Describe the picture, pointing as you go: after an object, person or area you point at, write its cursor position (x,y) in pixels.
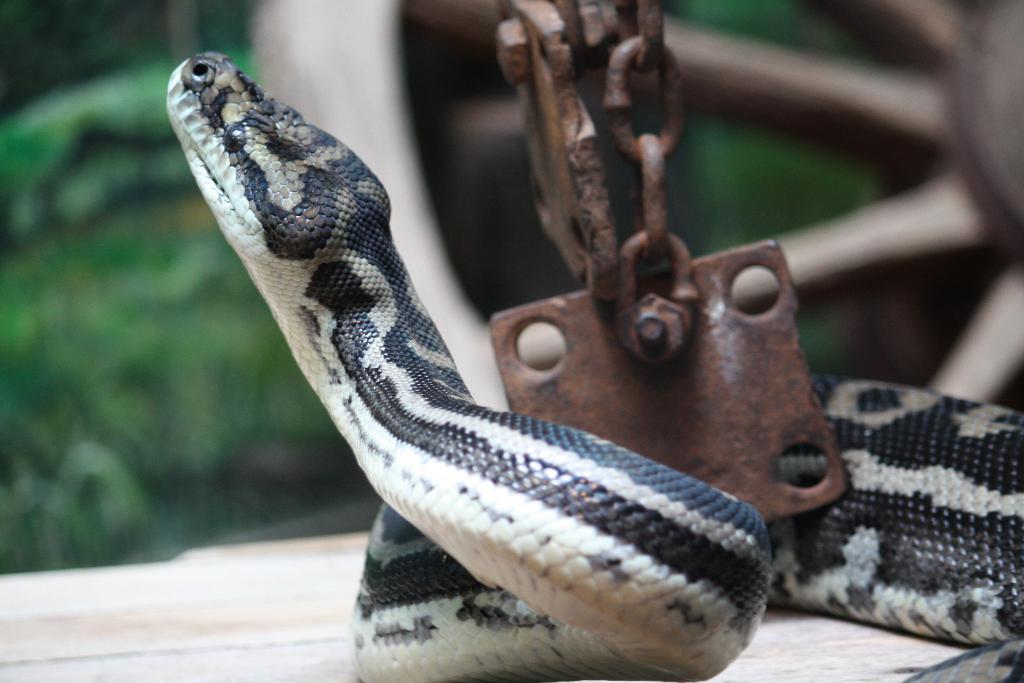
In this image there is a snake (536,443). There is a chain (614,114). There is a wheel (328,7). The background of the image (687,9) is blur.
